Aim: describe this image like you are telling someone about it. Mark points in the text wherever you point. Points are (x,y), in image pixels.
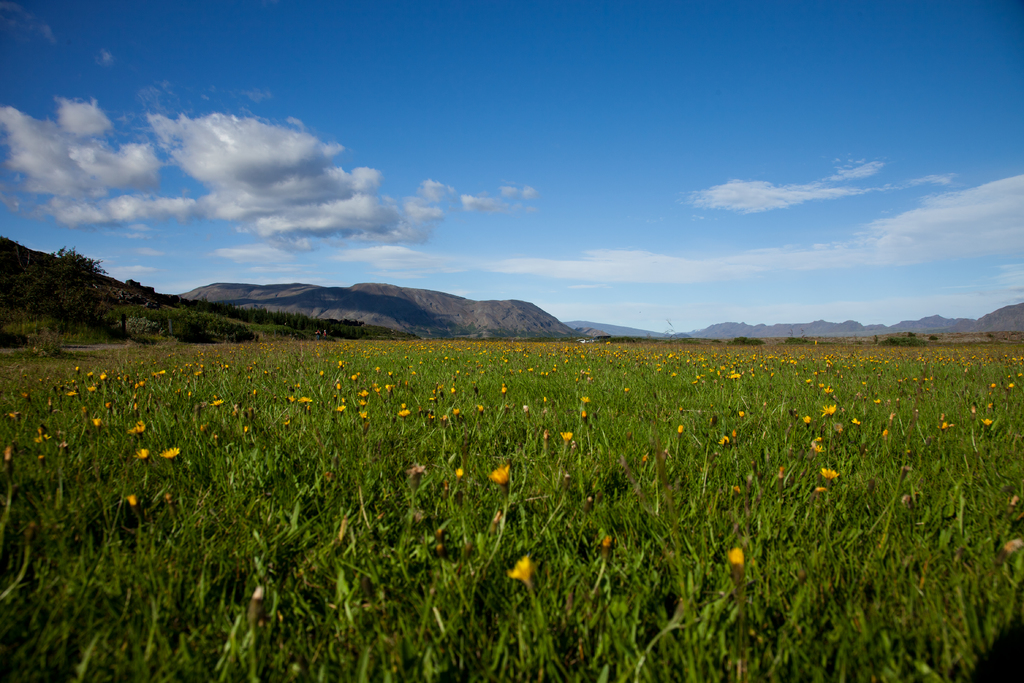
In this image in front (188,446) there are plants (506,442) and flowers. In the background of the image (263,314) there are trees (263,314), mountains (980,319) and sky (582,150).
